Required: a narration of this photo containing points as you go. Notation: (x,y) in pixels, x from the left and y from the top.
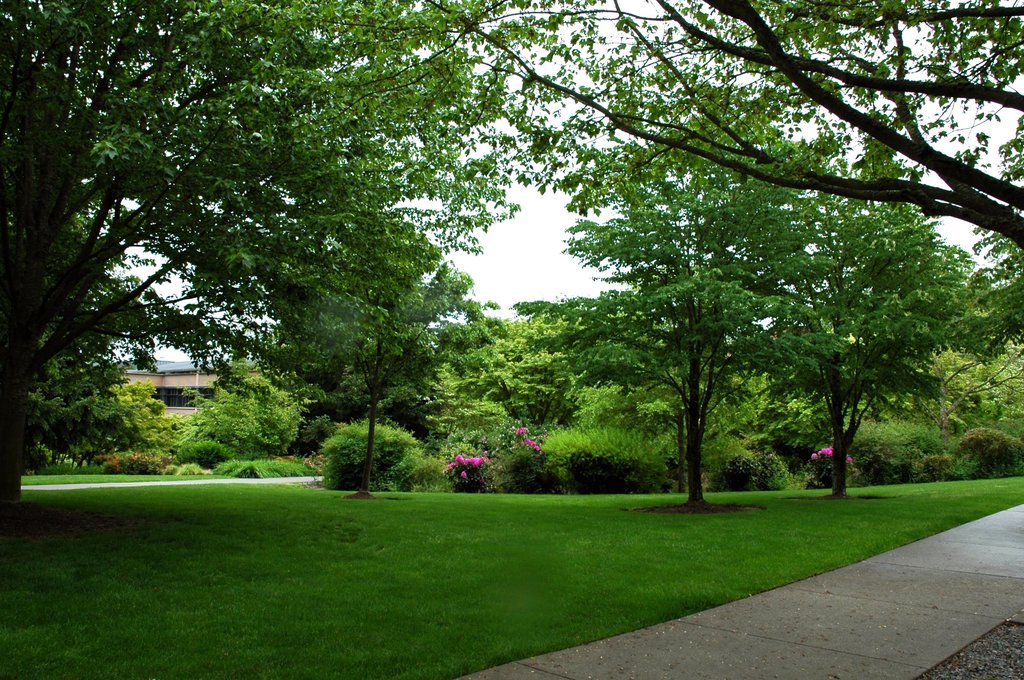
In this image we can see grass (533,565), plants (267,406), flowers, trees (65,457), and a house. In the background (985,158) there is sky (540,227).
